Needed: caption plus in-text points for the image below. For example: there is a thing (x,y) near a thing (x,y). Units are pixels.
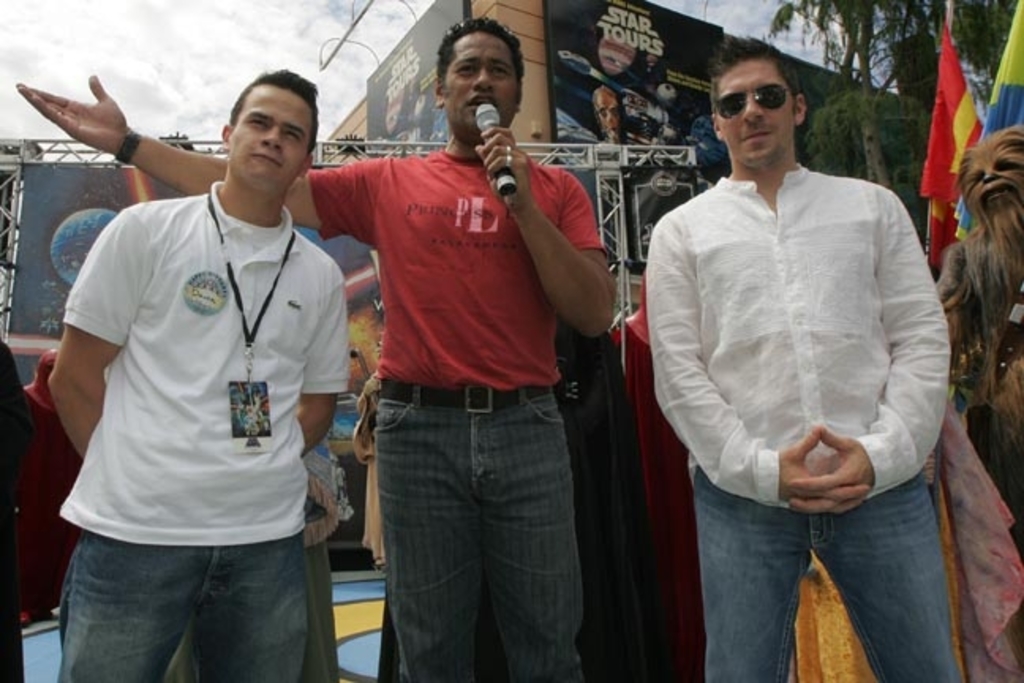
This picture describes about group of people (503,395), in the middle of the image (502,277) we can see a man (448,289), he wore a red color T-shirt (497,288) and he is holding a microphone (500,180), in the background (951,87) we can see few hoardings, metal rods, flags (966,84) and few trees (905,85).
